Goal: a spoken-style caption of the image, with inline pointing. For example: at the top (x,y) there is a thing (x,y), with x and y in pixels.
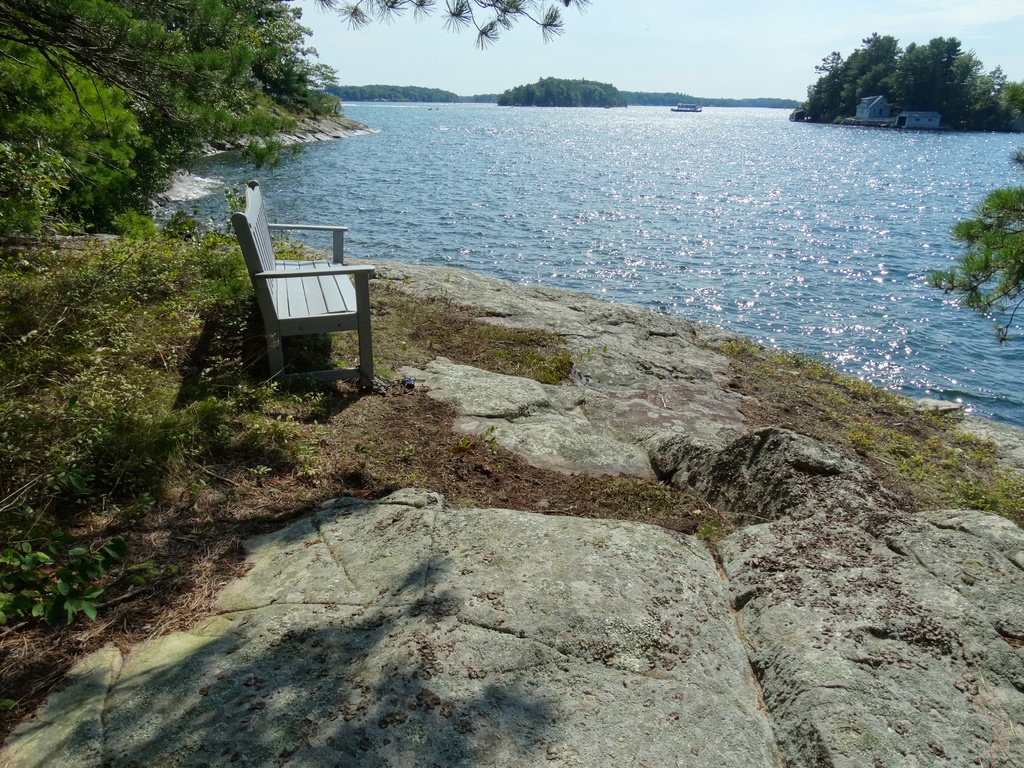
In this image I see a bench (282,225) over here and I see the rocks (864,748) and I see the plants (134,312) and I see number of trees (837,79) and I see the water (653,196) and I see house (881,109) over here. In the background (790,11) I see the sky (603,61).
